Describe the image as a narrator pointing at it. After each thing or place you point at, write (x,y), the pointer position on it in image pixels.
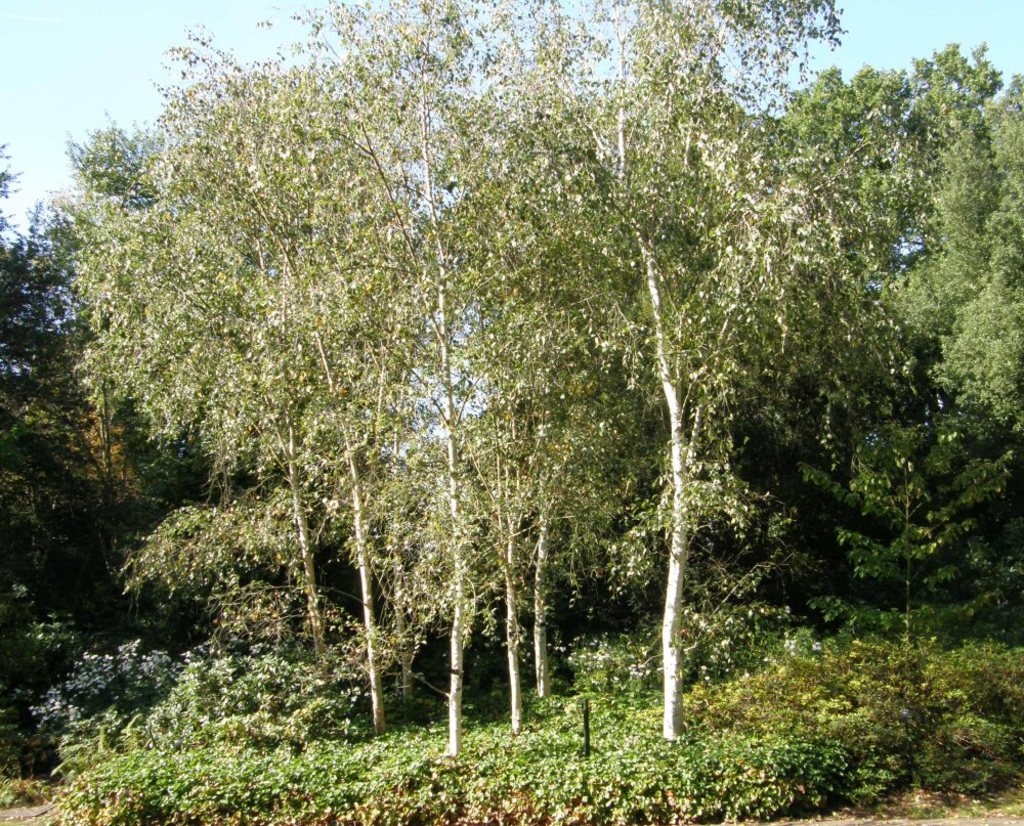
There are trees (486,537) and some plants (662,742) are present in the middle of this image (465,414), and there is a sky (102,90) in the background (851,69).
